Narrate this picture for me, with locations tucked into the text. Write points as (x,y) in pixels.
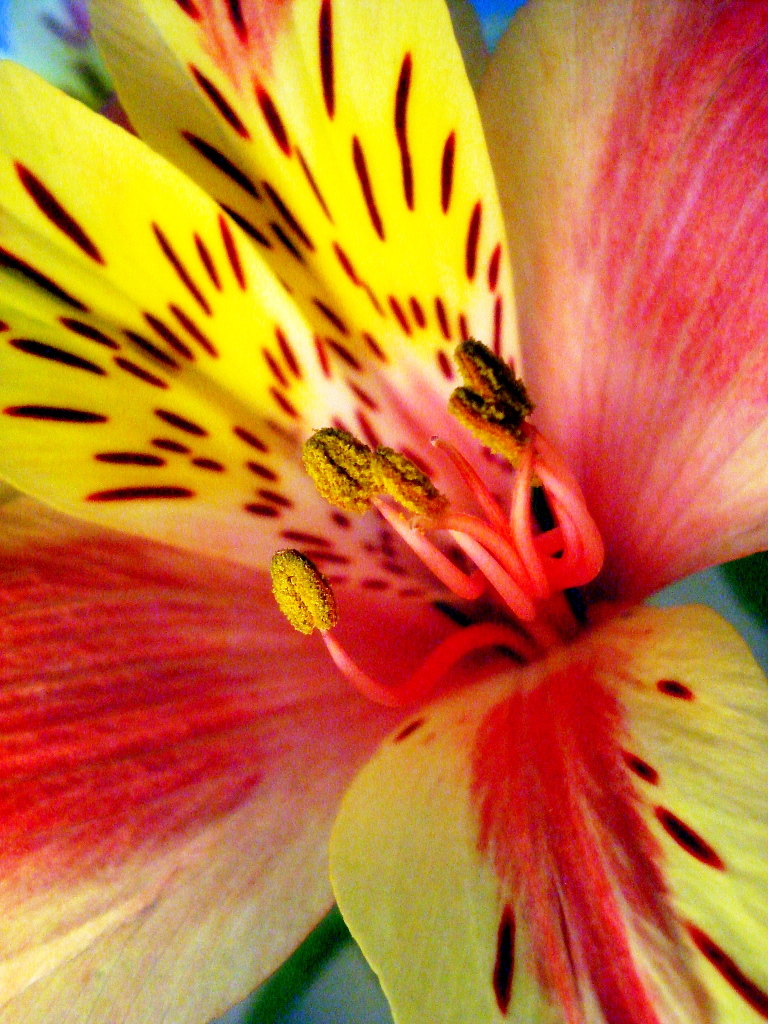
In this image there is a zoom in picture of a flower (446,168).
